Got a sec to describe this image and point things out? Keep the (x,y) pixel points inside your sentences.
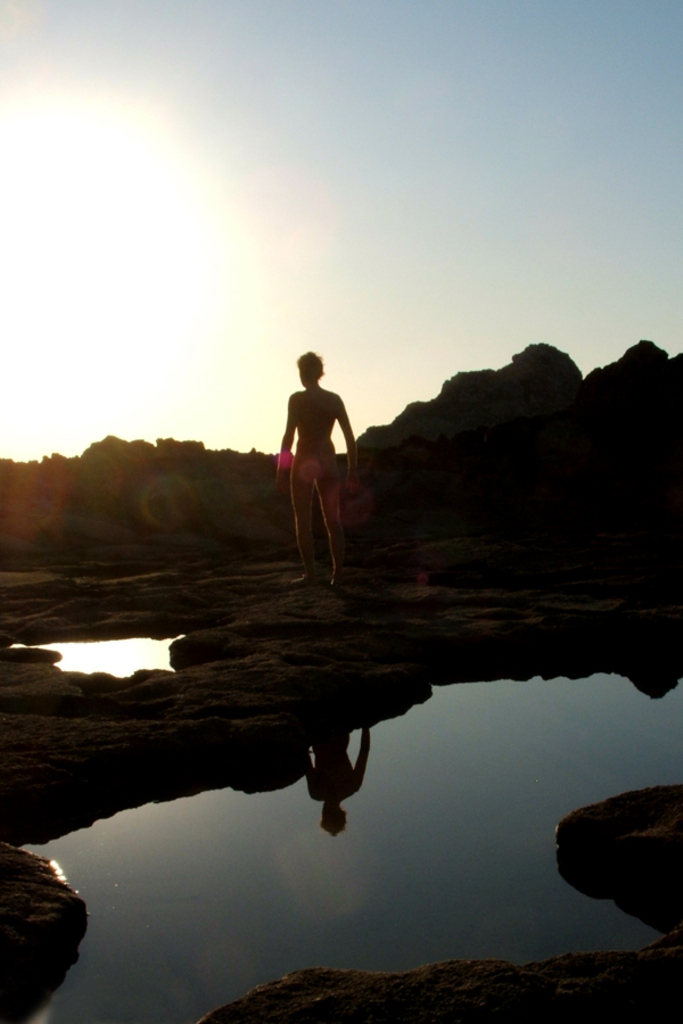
In this picture we can see a person (330,546) standing on the path (343,584). There is some water (218,829). Sun rays (121,354) is visible on the left side (114,223).
